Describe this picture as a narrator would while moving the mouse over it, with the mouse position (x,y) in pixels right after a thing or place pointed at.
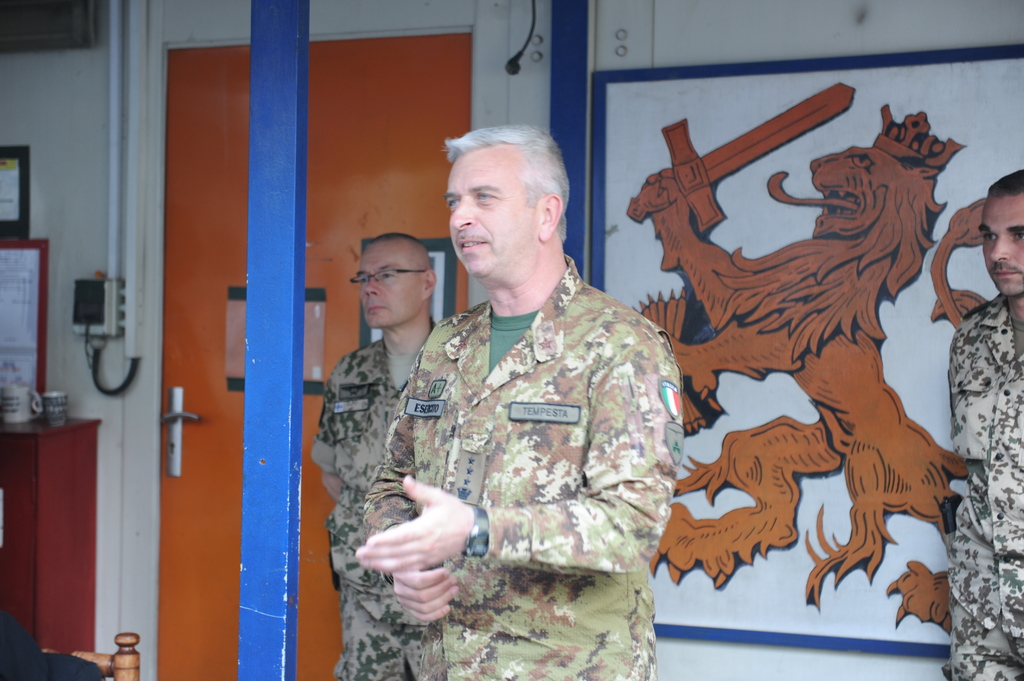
There are three persons (550,534) standing on the floor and in the background (693,520) we can see a poster (677,538), pole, few more objects (23,383).
